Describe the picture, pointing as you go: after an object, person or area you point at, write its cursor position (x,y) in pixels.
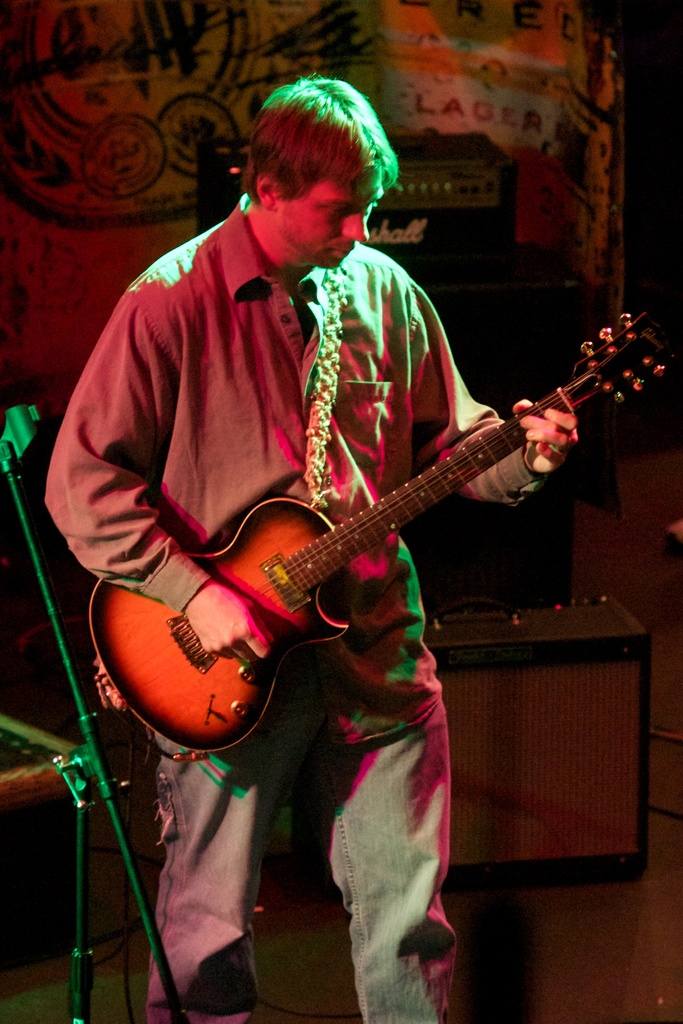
Here we can see a man (360,214) standing and holding a guitar (264,549) in his hands (516,412), and at side here is the stand (83,761).
